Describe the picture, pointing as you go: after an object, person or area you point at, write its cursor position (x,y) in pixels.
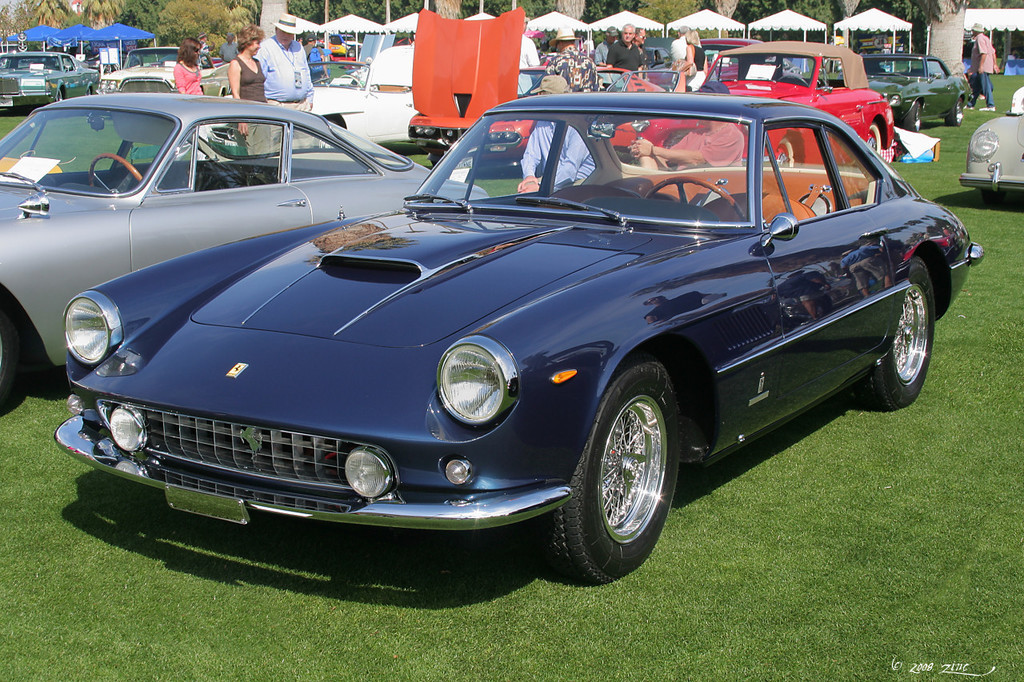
In this picture there are cars (315,162) in the center of the image (620,303) and there is grassland (6,676) at the bottom side of the image (549,570), there are umbrellas (562,13) at the top side of the image (857,21).
